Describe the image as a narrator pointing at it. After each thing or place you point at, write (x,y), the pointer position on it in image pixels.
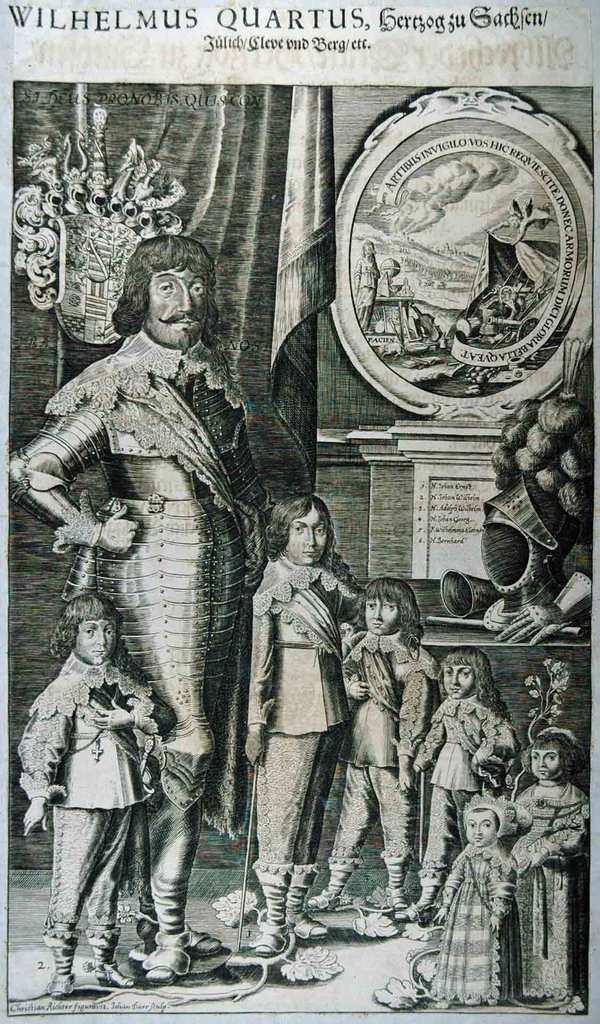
This is a black and white image. In this image we can see the picture of a group of people (356,654) standing on the floor (382,983). On the backside (257,331) we can see a curtain (245,273), a photo frame (583,193) on a wall (382,403) and some objects (523,600) placed on the table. On the top of the image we can see some text (346,48).
